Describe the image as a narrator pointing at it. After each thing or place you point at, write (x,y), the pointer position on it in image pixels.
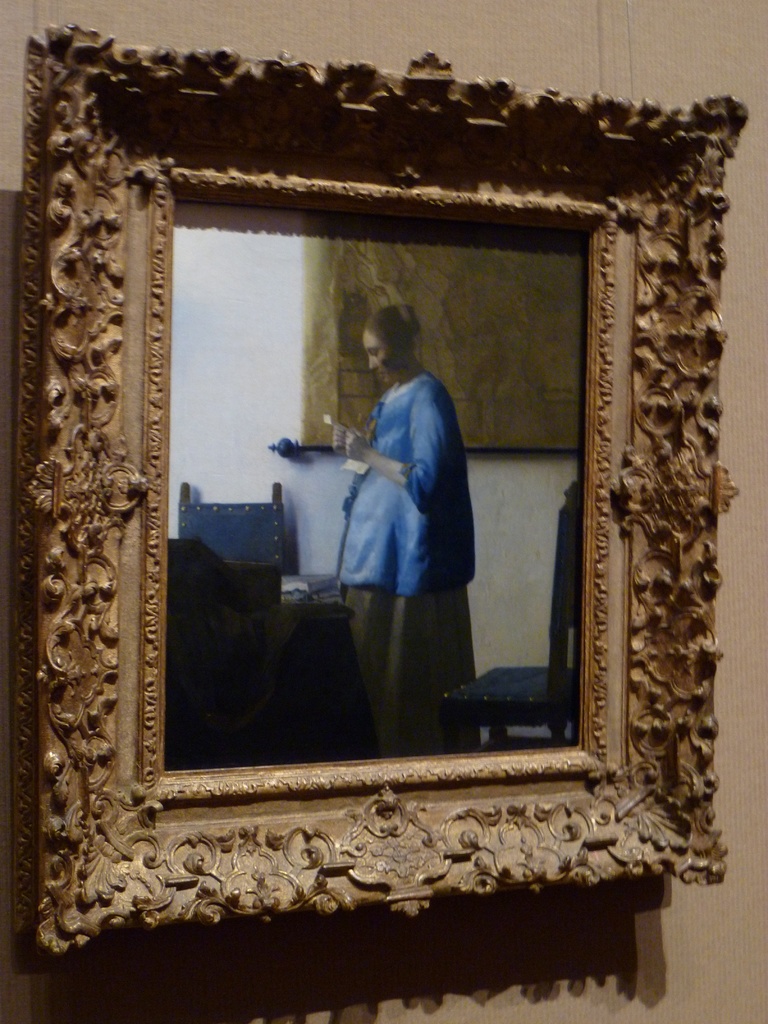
In this image we can see a photo frame (562,844) on the wall (762,590), in which we can see a woman (433,559) standing and group of chairs (558,679) and table (329,629) placed on the ground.
